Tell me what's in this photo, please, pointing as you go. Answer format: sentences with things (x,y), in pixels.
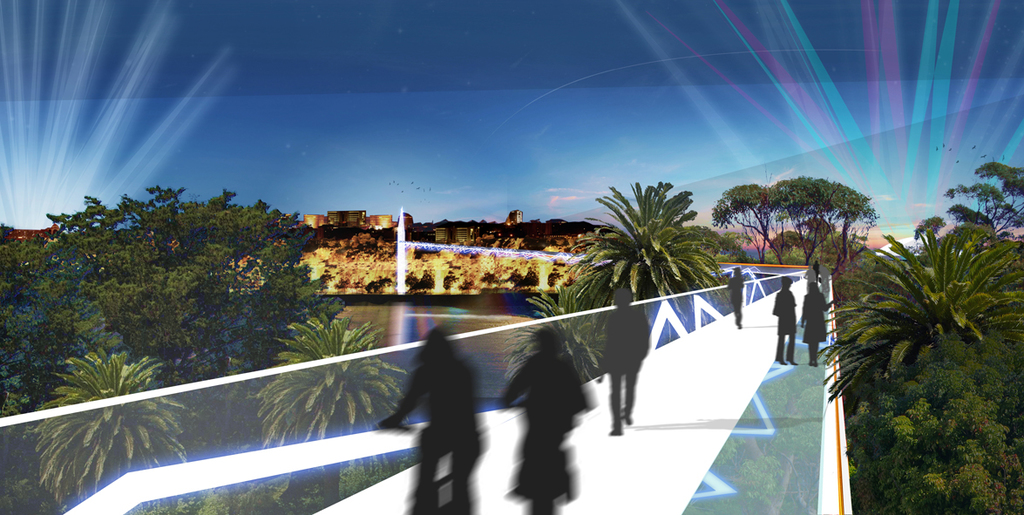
In this picture we can see an animated person (402,414), trees (560,286), buildings (434,234) and a sky (437,125).
